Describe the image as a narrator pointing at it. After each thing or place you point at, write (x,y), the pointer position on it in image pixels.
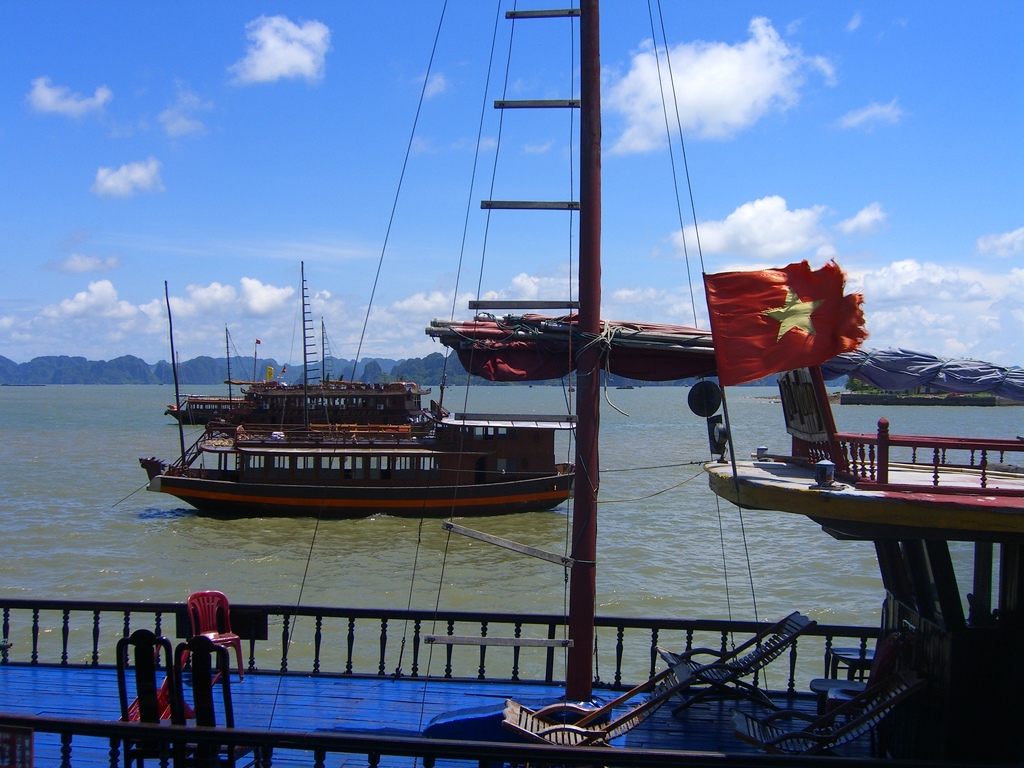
In the background (872,261) we can see the clouds (778,60) in the sky (755,144), trees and the water (688,526). In this picture we can see the ships (191,742), flags (786,339) and chairs (780,642).
